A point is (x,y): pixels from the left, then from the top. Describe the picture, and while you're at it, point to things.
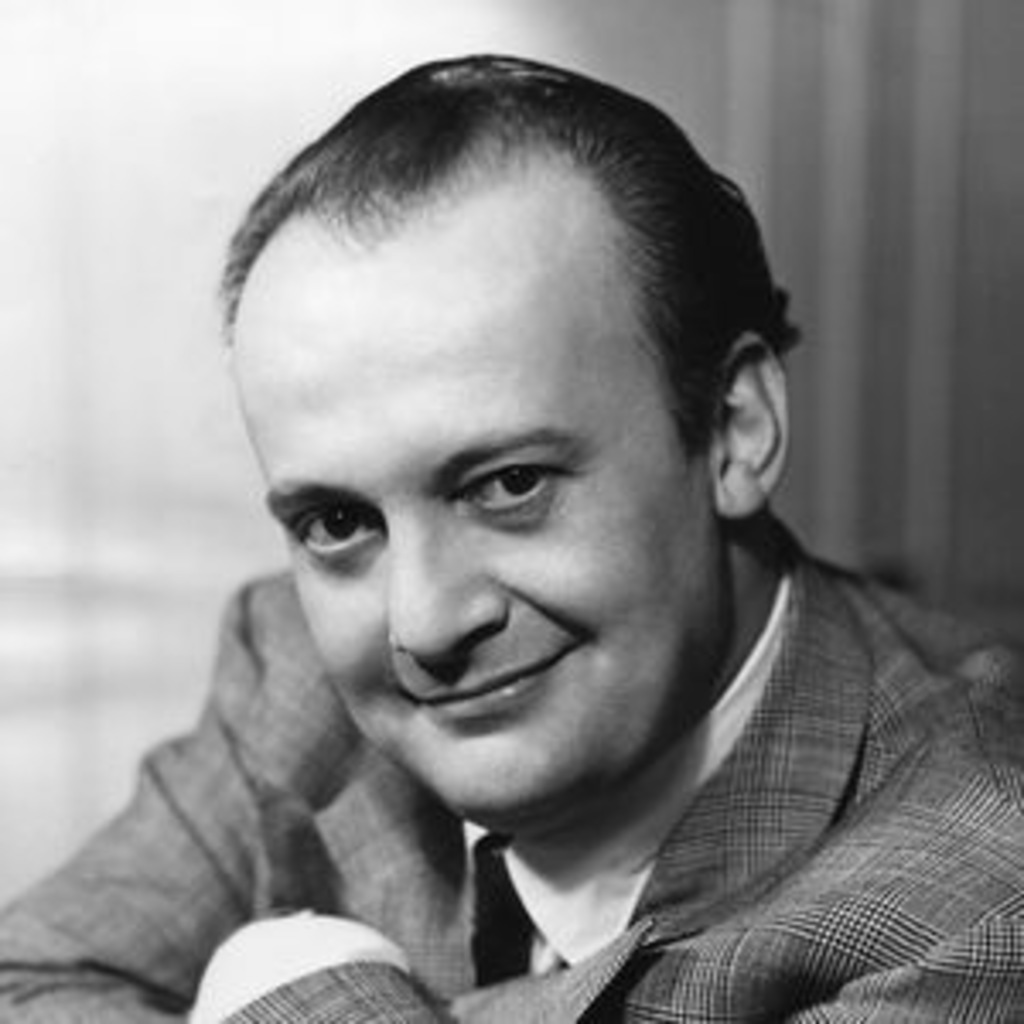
In this black and white picture there is a person (672,652) wearing a blazer (761,840). Background (988,403) is blurry.
